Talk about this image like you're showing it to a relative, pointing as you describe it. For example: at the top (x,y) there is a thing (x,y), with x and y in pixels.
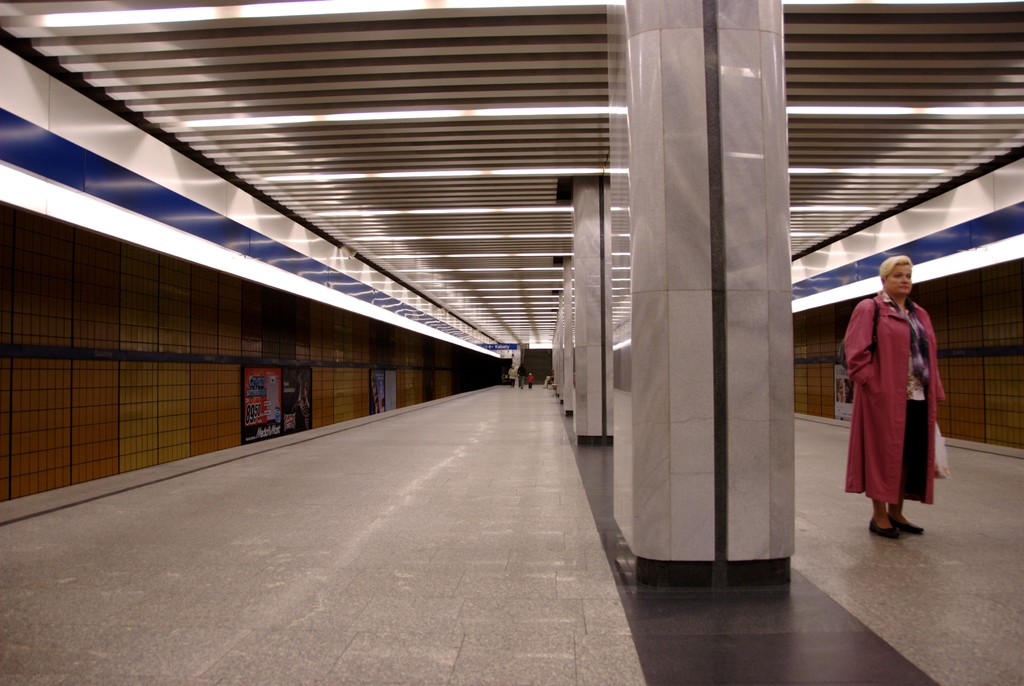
In this picture we can see people (871,498) are walking on a path (835,437), we can see lights (584,107) to the roof (594,90) and we can see walls (231,401) and pillar (737,89).
